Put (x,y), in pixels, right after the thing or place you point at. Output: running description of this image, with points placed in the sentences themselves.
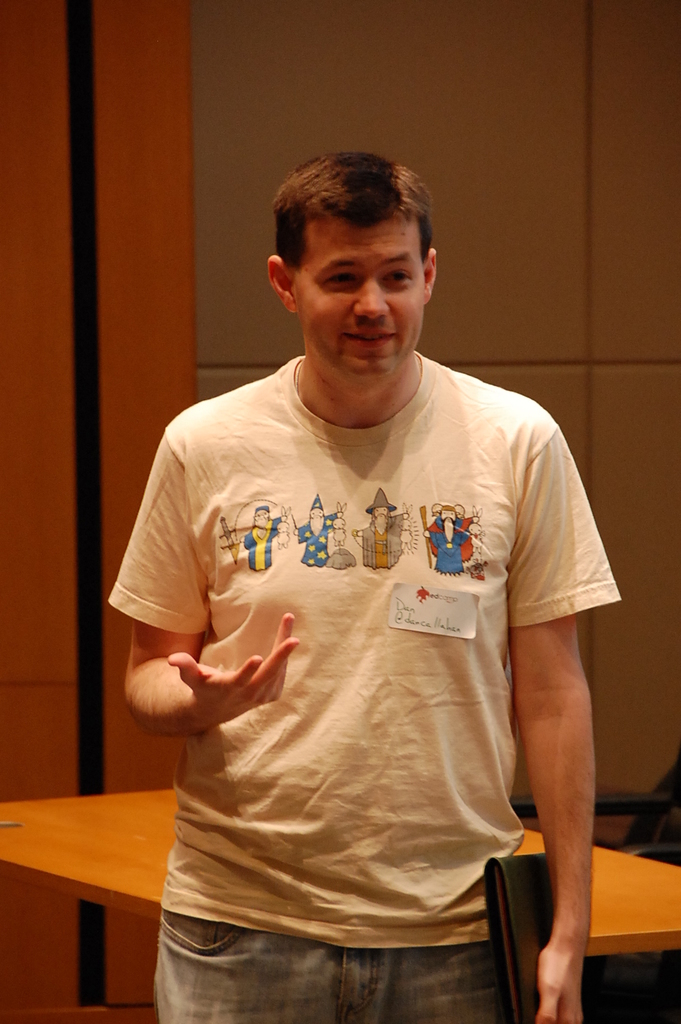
In this image in the center (301,379) there is one man (327,564) who is standing, and he is holding a file (532,903). And in the background (666,910) there is a table (117,856) and there is some object (637,807), and in the background (313,143) there is wall (258,118).
